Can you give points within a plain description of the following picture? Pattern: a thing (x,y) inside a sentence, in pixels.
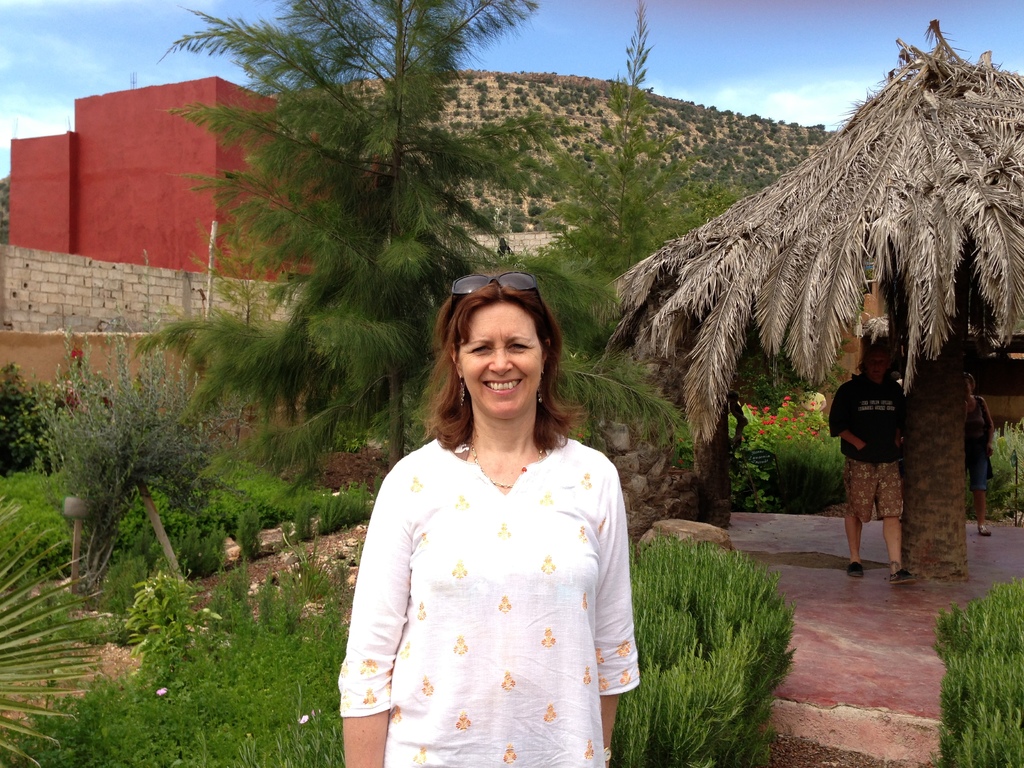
In this image, we can see a few people (893,423). We can also see some trees (908,456), plants (237,525) and grass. We can see a red colored building (187,236). There is a wall (20,265). We can see some hills (753,140) and the sky (885,56) with clouds (820,112).
